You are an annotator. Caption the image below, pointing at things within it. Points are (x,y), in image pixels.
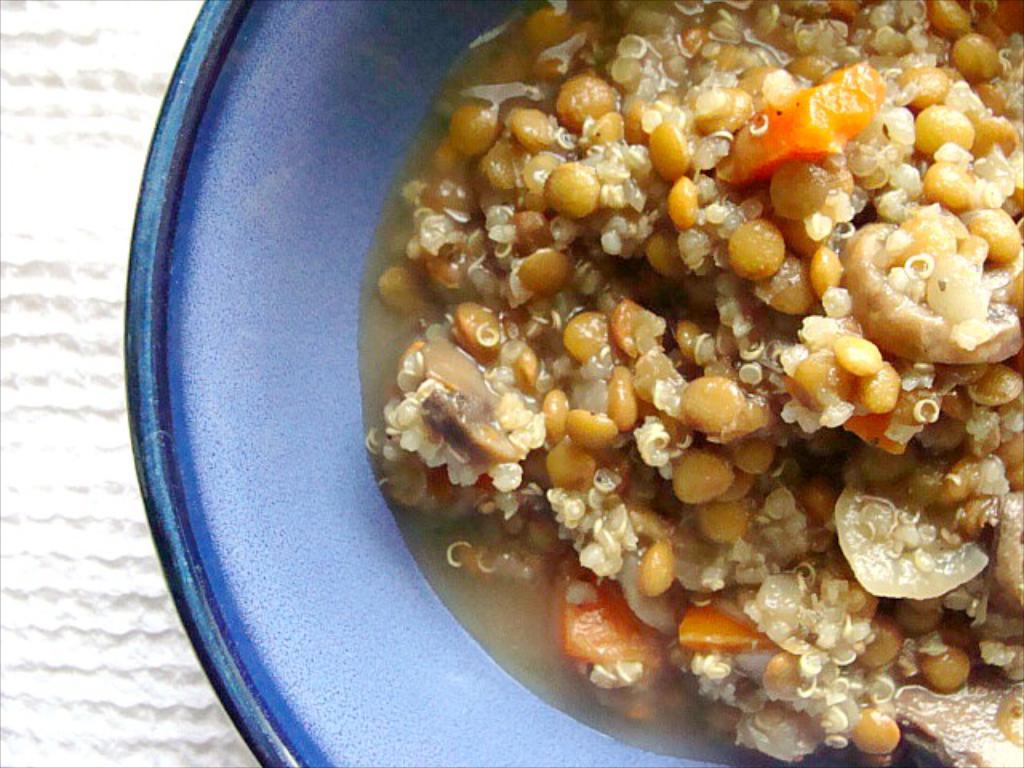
In this image we can see some food (584,413) in the bowl (453,734). There is white color background (90,436) at the left side of the image (112,609).
